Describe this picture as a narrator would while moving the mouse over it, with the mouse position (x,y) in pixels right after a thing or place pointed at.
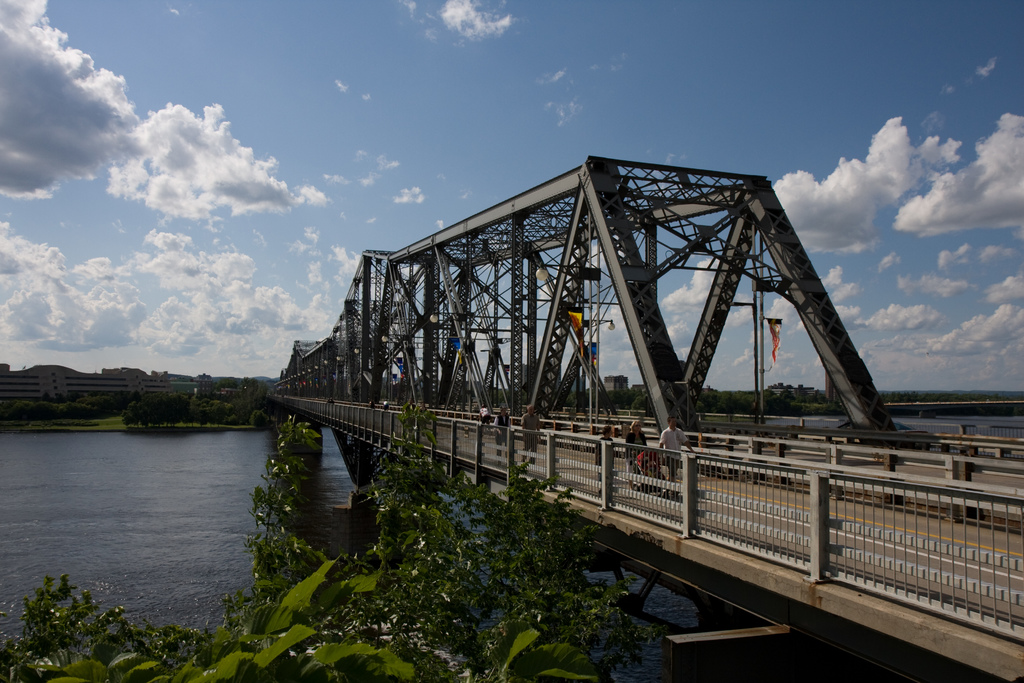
In this image we can see a few people (529,415), walking on the bridge (582,366), there are flags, trees (429,606), also we can see the cloudy sky (386,236), and the river (231,465).
